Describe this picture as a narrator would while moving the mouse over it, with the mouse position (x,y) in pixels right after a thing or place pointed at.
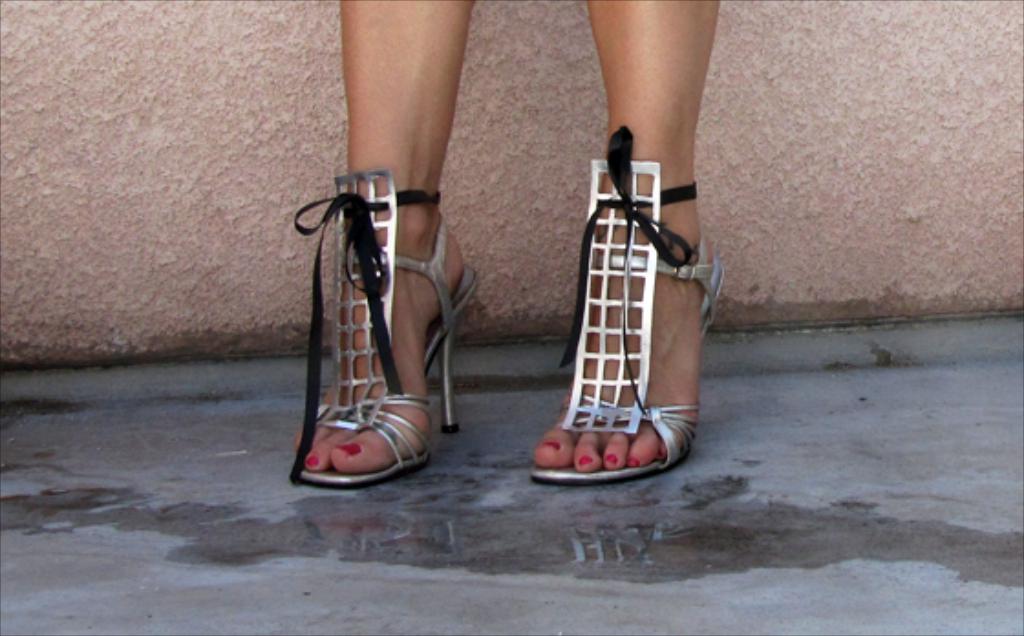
In this image we can see the legs (638,116) of a person (399,311) wearing sandals (399,415). On the floor (845,558) we can see water (820,545). In the background (841,81) there is a wall (831,148).
